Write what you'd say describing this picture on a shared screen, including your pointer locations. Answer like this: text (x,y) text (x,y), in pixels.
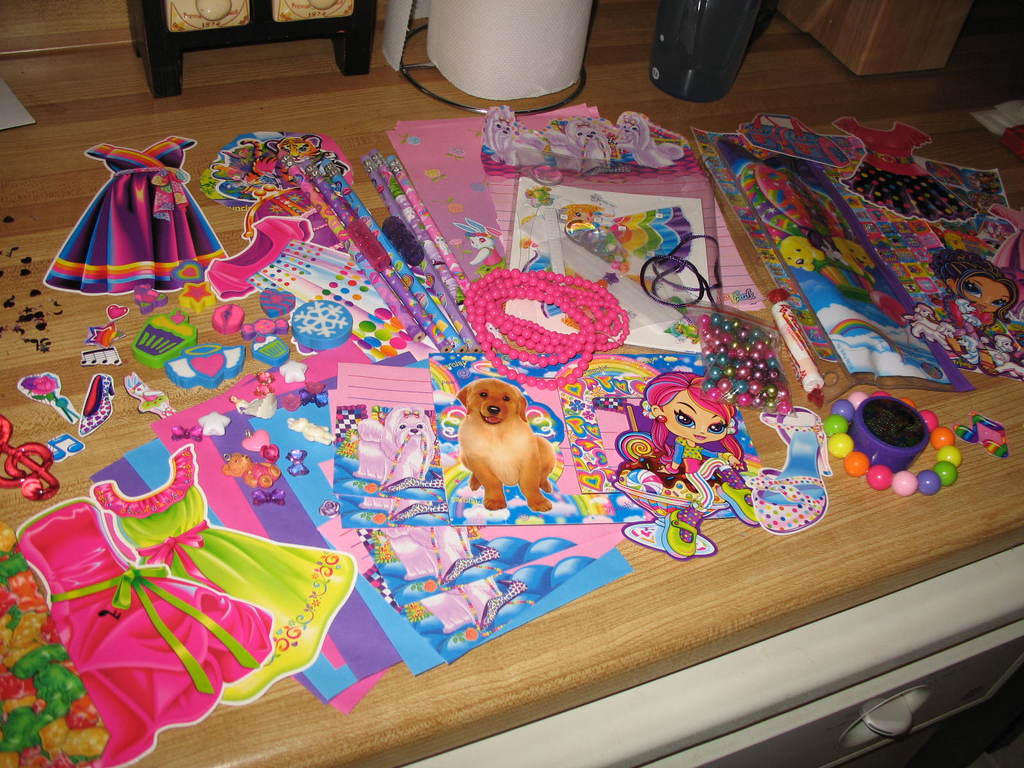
In this image I can see a table (131,83) and on it I can see number of stickers (650,490) and few pencils (387,169). On the top of this image (694,1) I can see a glass (739,27), a tissue roll (521,64) and few other things (893,30). On the bottom right corner of this image (691,757) I can see a drawer (992,674).
